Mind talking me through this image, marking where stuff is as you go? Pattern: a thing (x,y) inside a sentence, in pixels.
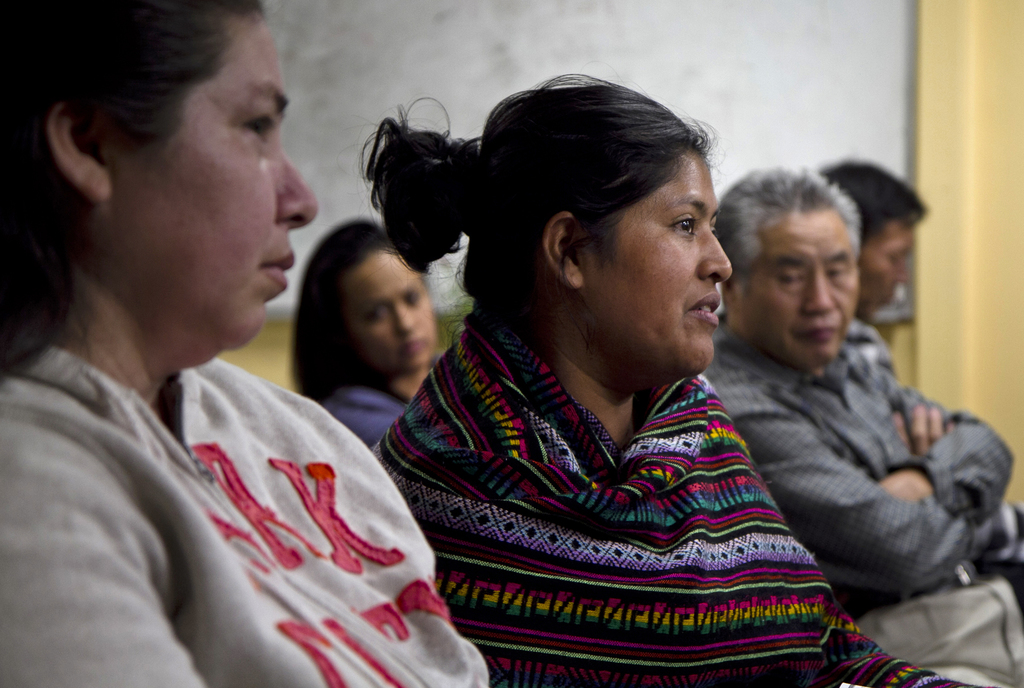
The picture is taken in a room (832,16). In the picture there are people (617,451) sitting. The background (350,61) is blurred. In the background (471,20) it is the wall (995,98).
